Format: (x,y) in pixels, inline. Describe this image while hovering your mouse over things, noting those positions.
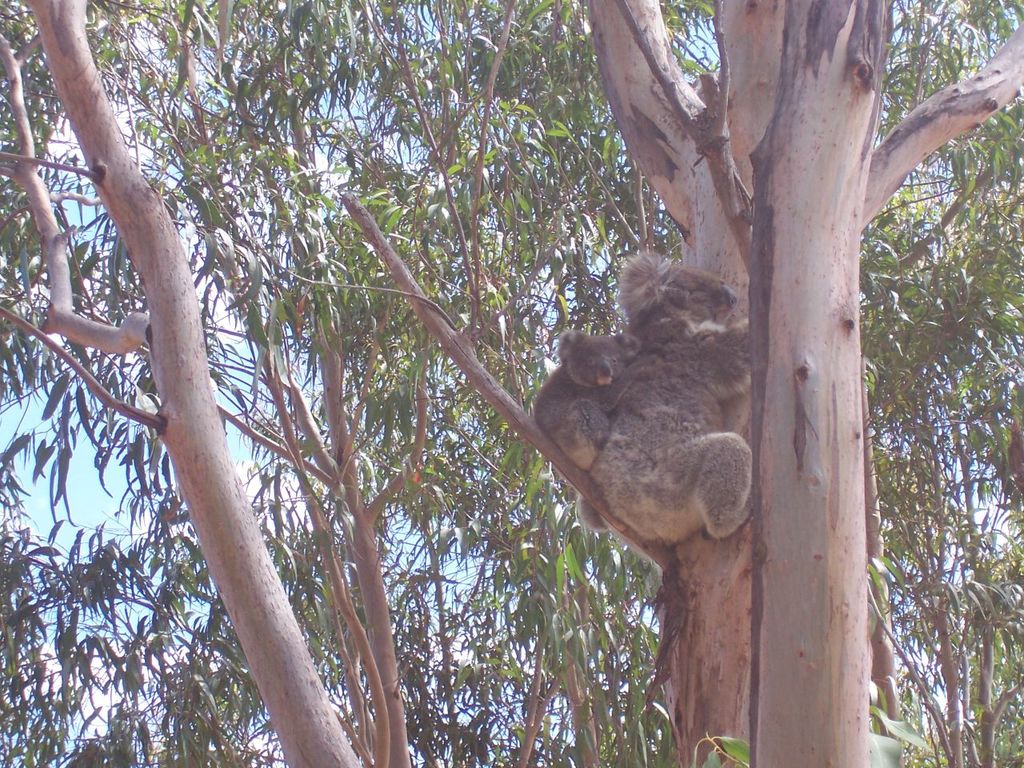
There are two bears (634,431) sitting on a branch (597,495) of a tree (758,468) as we can see in the middle of this image (652,494), and there are some trees (600,232) in the background (969,432).
